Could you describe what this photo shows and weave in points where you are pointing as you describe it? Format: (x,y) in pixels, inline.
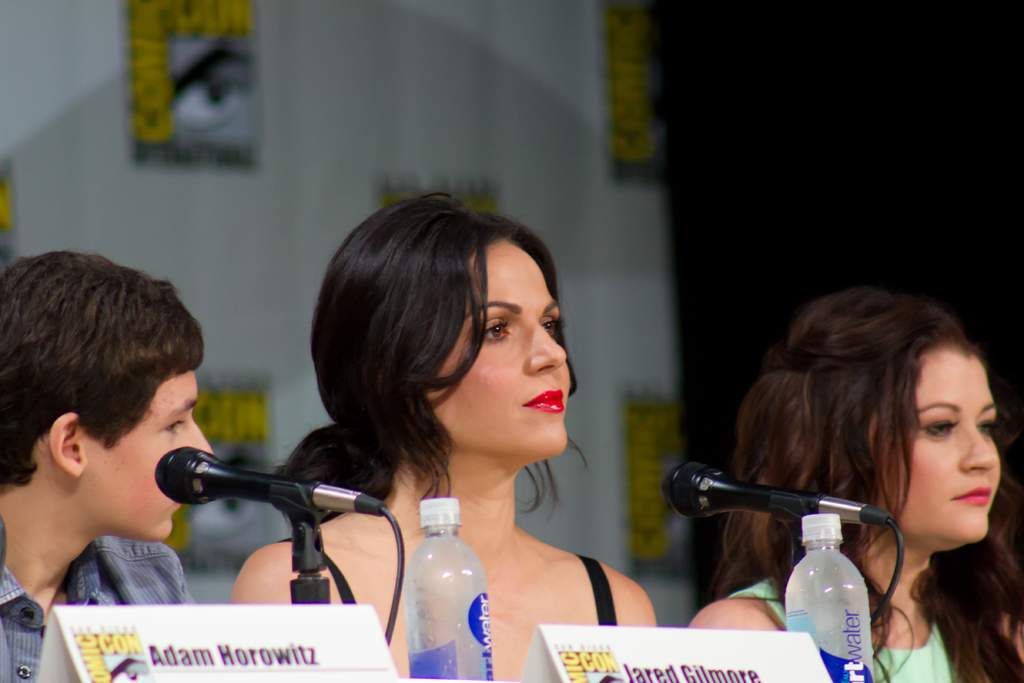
there are two women (840,290) and one boy (54,411) sitting in front of a table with microphones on it.
